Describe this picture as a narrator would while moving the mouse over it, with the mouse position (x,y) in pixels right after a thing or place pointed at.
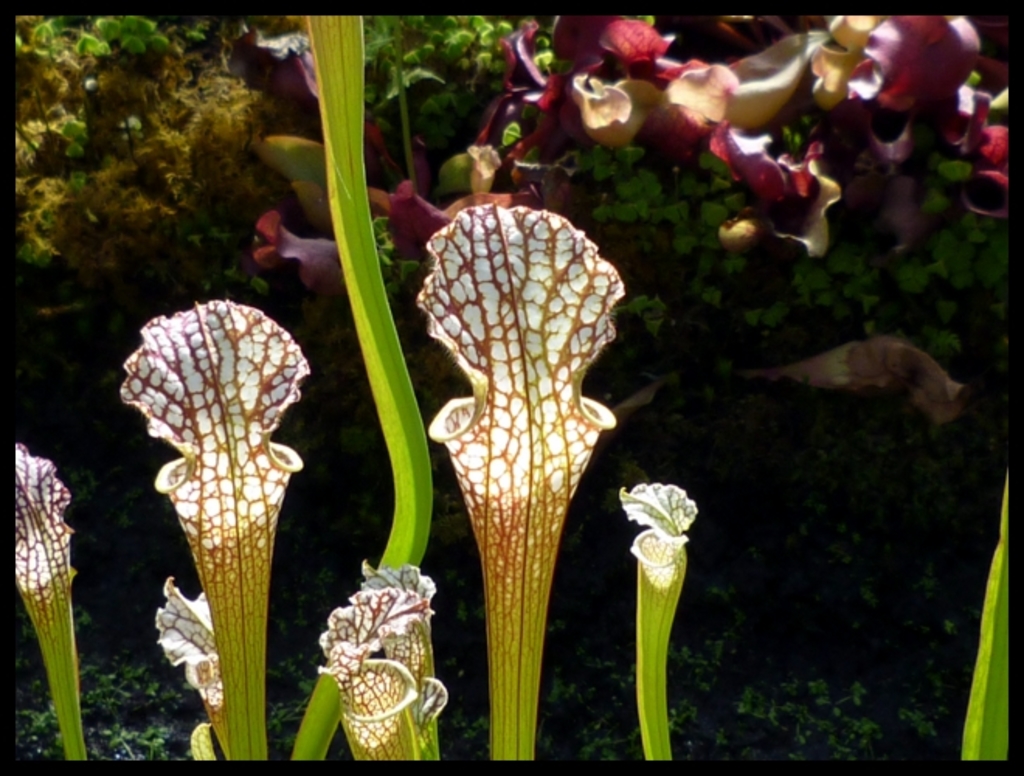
In this image we can see some flowers (660,580) and plants (375,188) which are of different colors like green, pink, yellow, white and some other color.
